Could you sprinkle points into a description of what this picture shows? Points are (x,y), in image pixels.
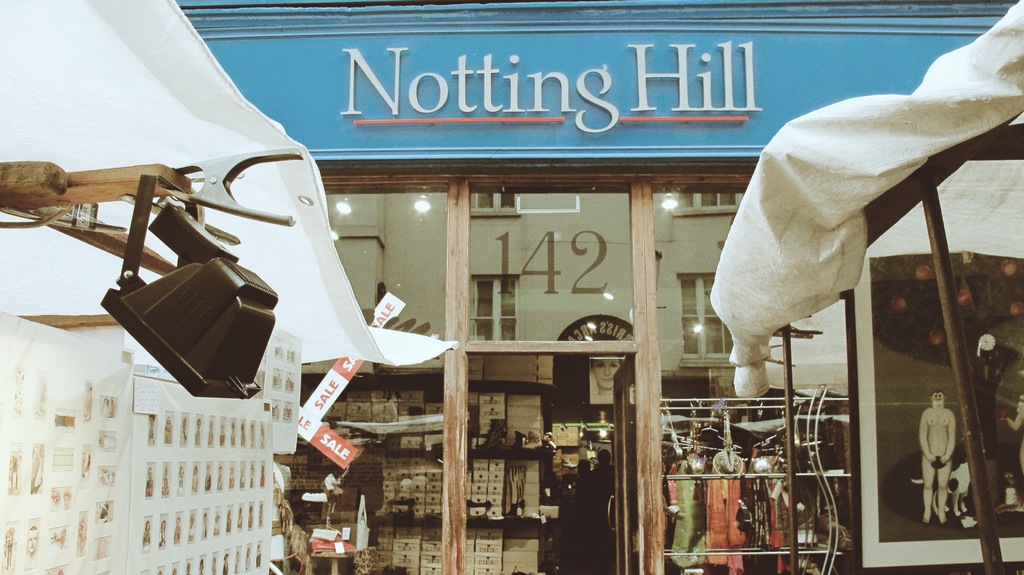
In this picture I can see a framed glass wall (457,389) and something written over here. Here I can see photos (170,489) attached to a white color cloth (116,464). Here I can see some object (180,269). I can see white color cloth (846,174) on some object (892,198). In the background (502,493) I can see boxes (499,466), a wall (563,293), a photo (601,382) and some other objects (673,488) in the shop (411,396).
